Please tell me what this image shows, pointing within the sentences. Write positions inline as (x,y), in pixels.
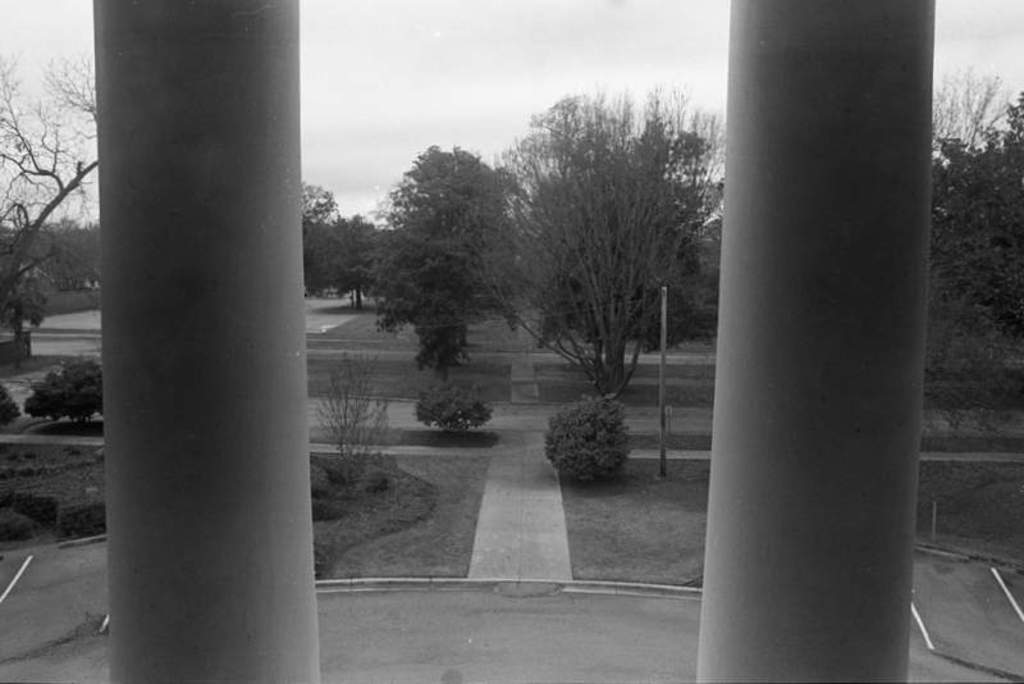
In this picture there are grassland (469,531) and trees (591,200) in the center of the image (457,357) and there are two pillars (731,304) on the right (859,227) and left side of the image (231,557).
